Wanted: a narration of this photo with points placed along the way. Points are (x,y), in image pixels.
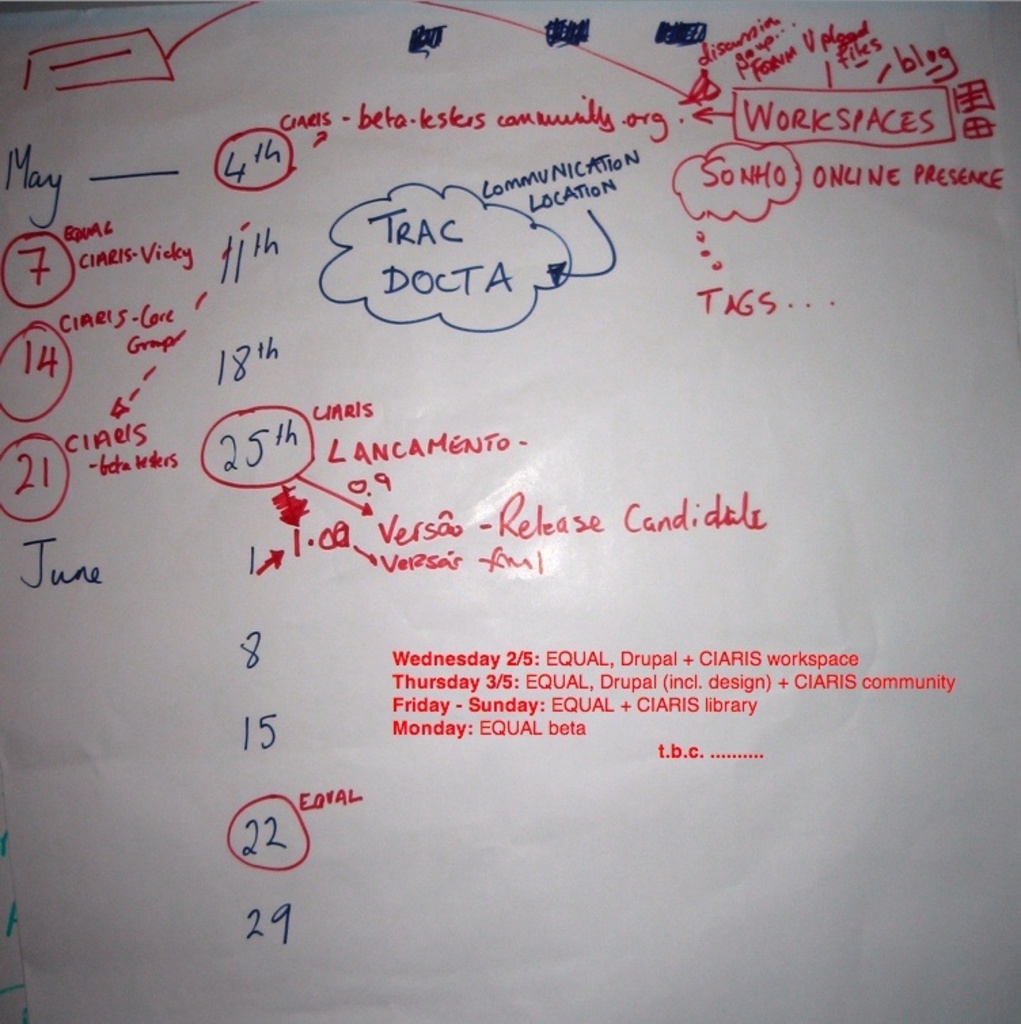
In this image there is some text (293,444) written on a white color paper (351,596) as we can see in the middle of this image (568,383).
